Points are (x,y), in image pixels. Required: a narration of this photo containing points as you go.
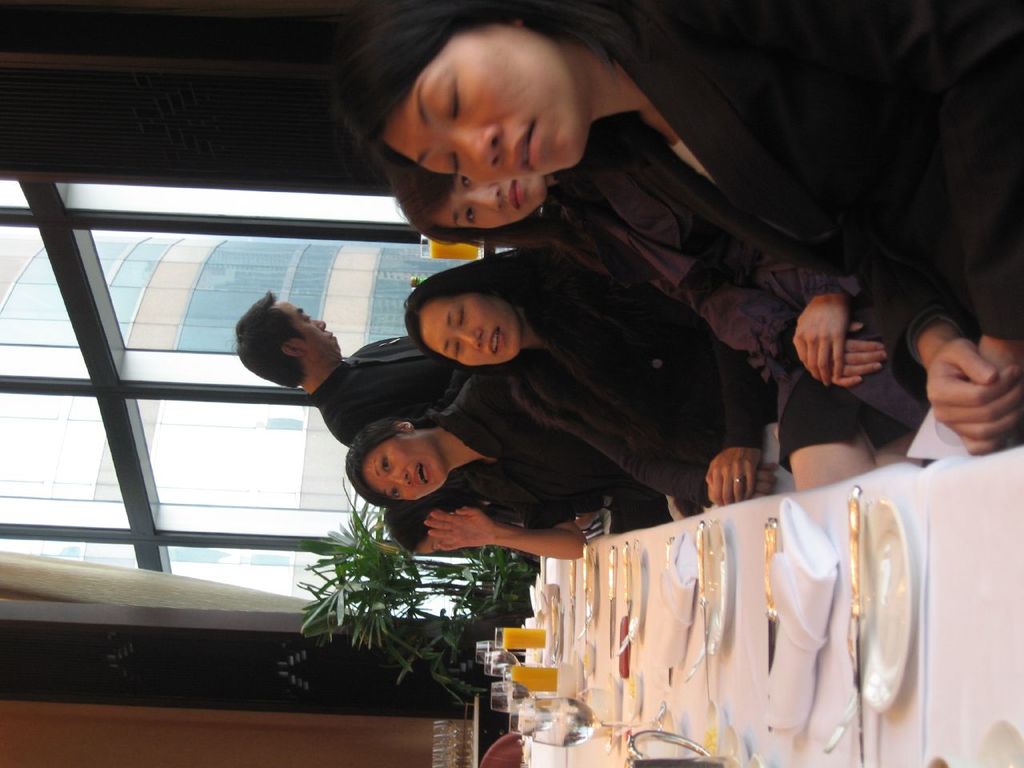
Here we can see few persons (789,351) are sitting on the chairs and there is a man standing on the floor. Here we can see a table (935,686). On the table (956,623) there are plates (1017,747), glasses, knives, and tissue papers (798,704). There are plants (405,638). In the background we can see a glass (177,318). From the glass (231,371) we can see a building (329,447).
